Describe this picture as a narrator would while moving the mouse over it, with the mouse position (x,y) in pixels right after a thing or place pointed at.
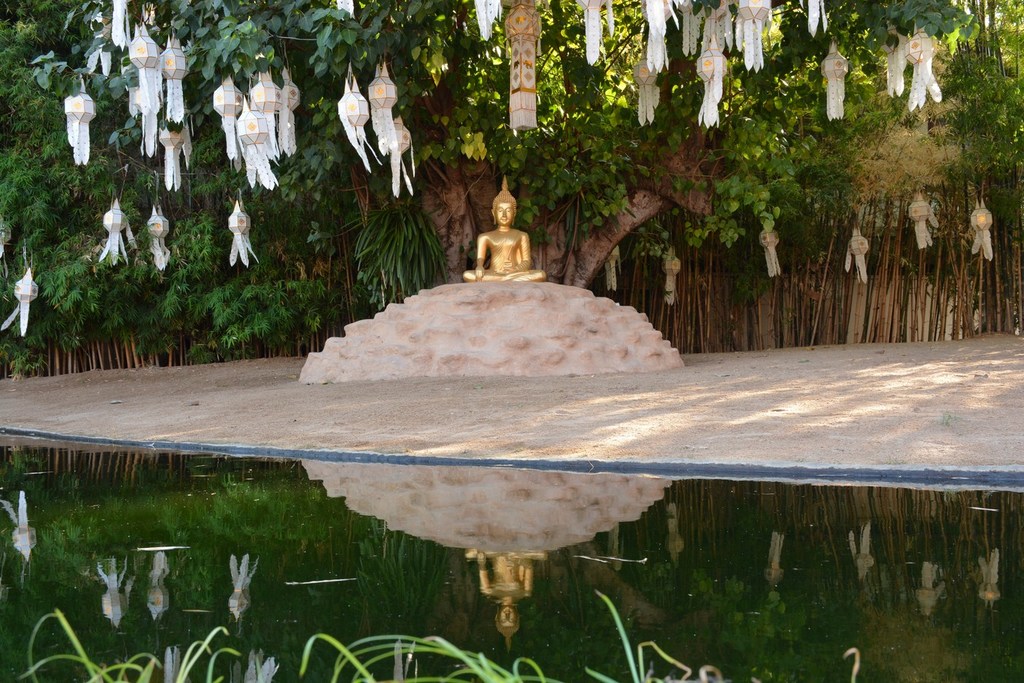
In this picture we can see water (263,568), statue (522,267), lamps (229,98) and in the background (900,105) we can see trees (745,209).
